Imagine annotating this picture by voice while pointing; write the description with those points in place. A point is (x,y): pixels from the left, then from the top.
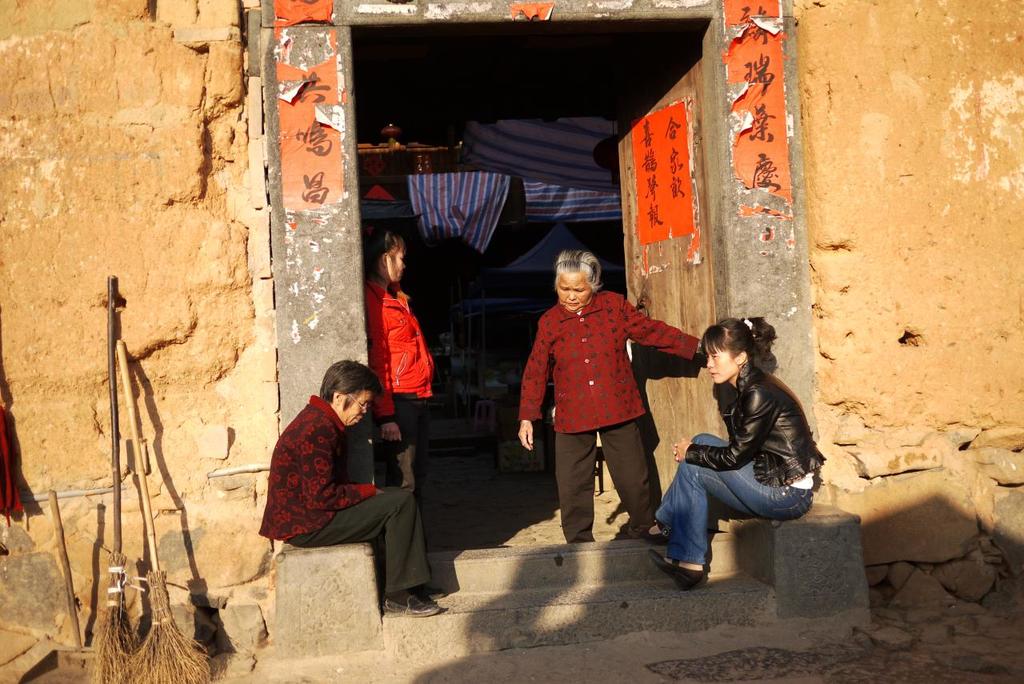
In this image, we can see some people (635,402) standing and there are two persons (341,540) sitting, there is a wall (120,191) and we can see a door (470,524) at the middle (439,434).
